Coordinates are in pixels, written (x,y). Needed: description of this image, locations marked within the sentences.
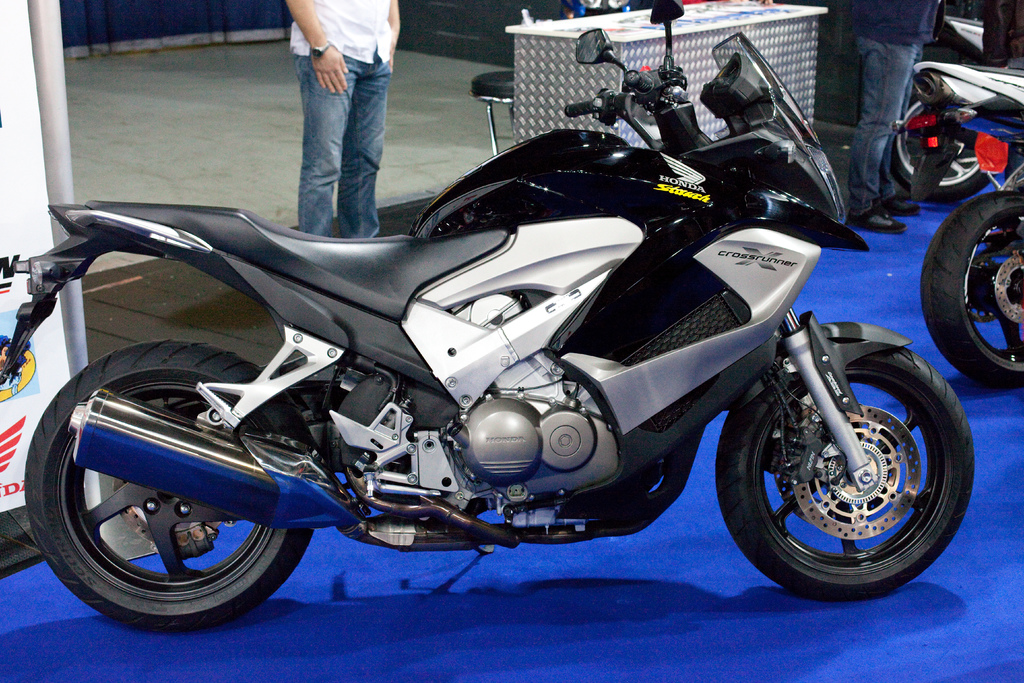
We can see bikes (767,358) on the blue surface (827,319). There are people (332,130) standing. We can see objects (743,18) on the table (544,93), chair (491,103), board (8,321) and floor (477,111).
